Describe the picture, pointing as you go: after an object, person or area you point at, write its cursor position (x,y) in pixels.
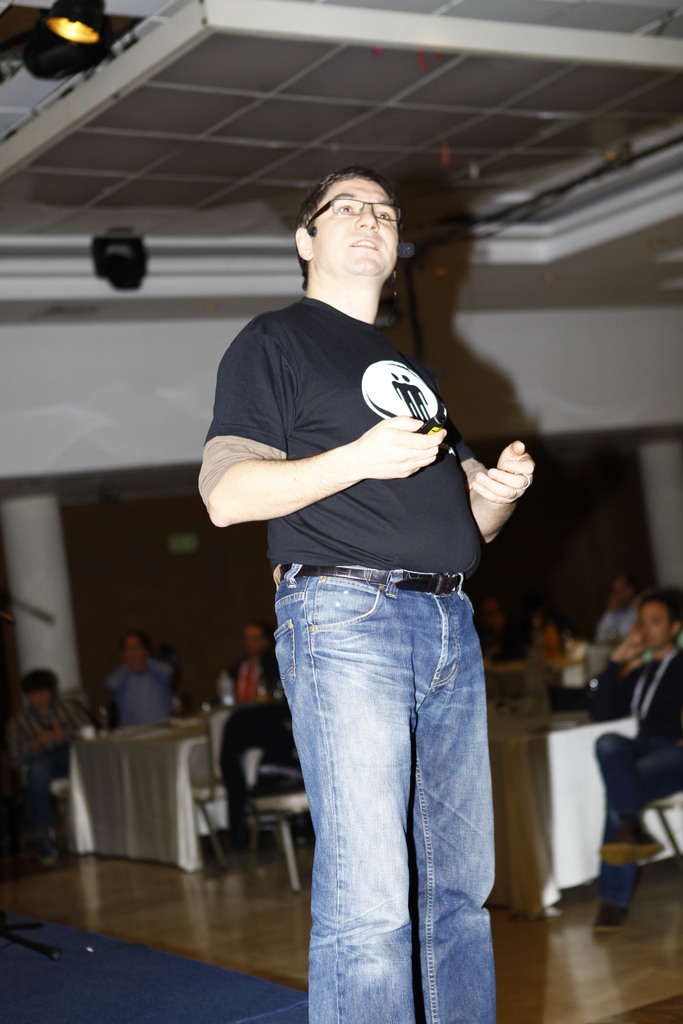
In this image in the foreground (408,497) there is one person (379,489) standing and talking, and in the background (659,692) there are group of people (625,706) who are sitting on chairs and also i can see some tables (105,771). At the bottom (162,963) there is floor (633,949), and in the background (562,576) there is wall (182,531), pillars (53,594). At the top of the image (511,120) there is ceiling (156,91) and some lights (130,270).
